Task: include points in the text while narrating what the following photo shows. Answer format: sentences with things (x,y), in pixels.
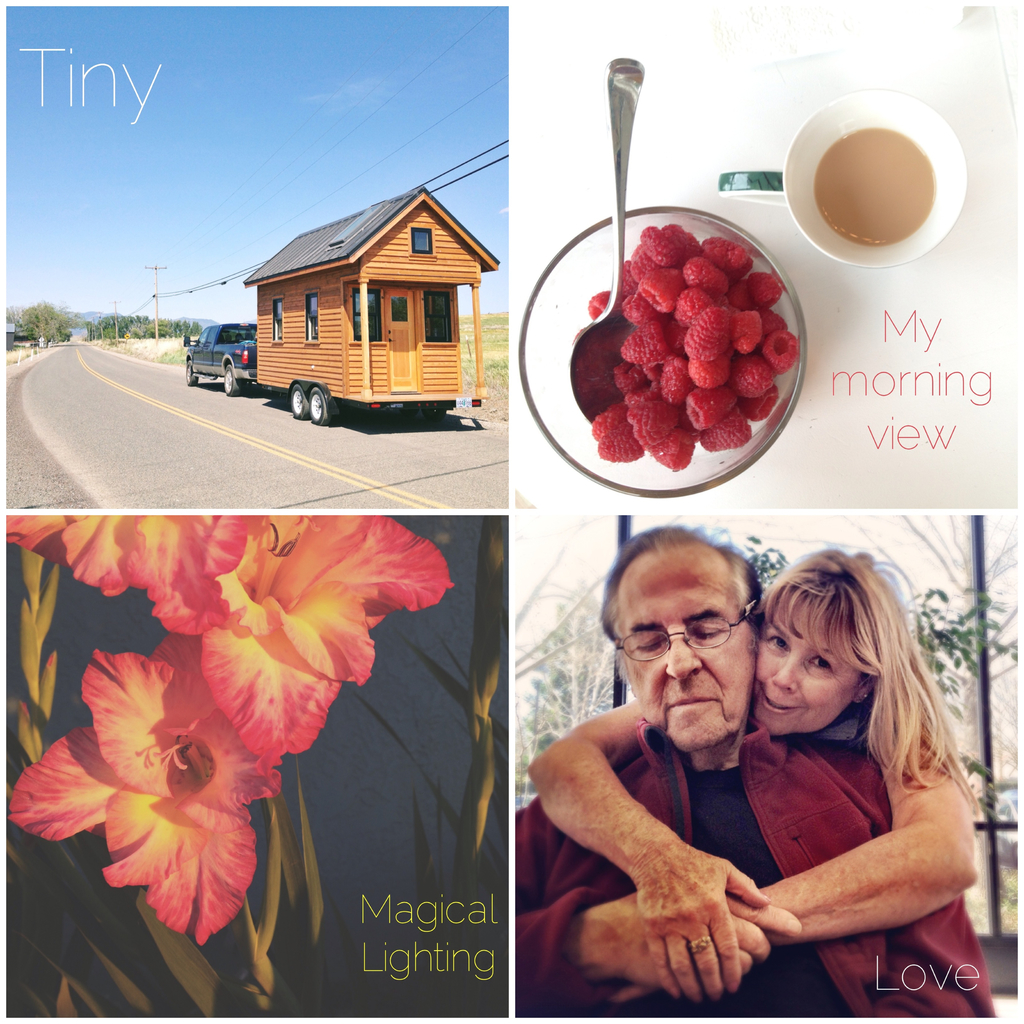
This is a collage picture. In this picture we can see two people (693,679), flowers (197,728), trees (966,643), poles (115,306), vehicle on the road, shed (377,303), bowl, raspberries (662,375), spoon (626,99), cup (851,208), some text (158,72) and the sky (212,121).
